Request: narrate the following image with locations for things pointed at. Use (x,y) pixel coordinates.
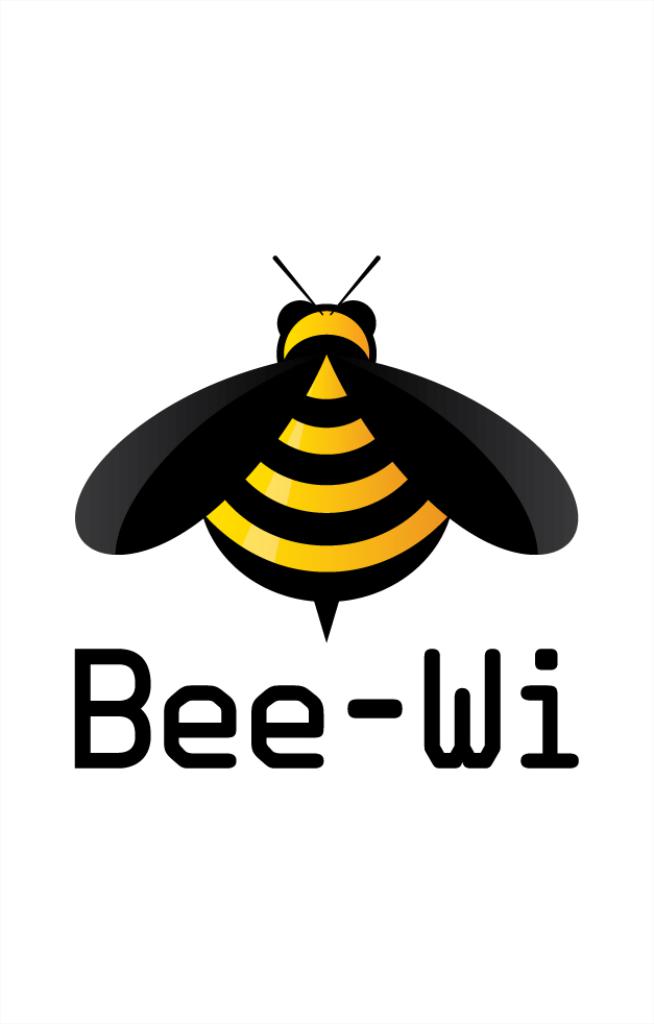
This is an image of bee (281,589) and we can see some written (451,757).
